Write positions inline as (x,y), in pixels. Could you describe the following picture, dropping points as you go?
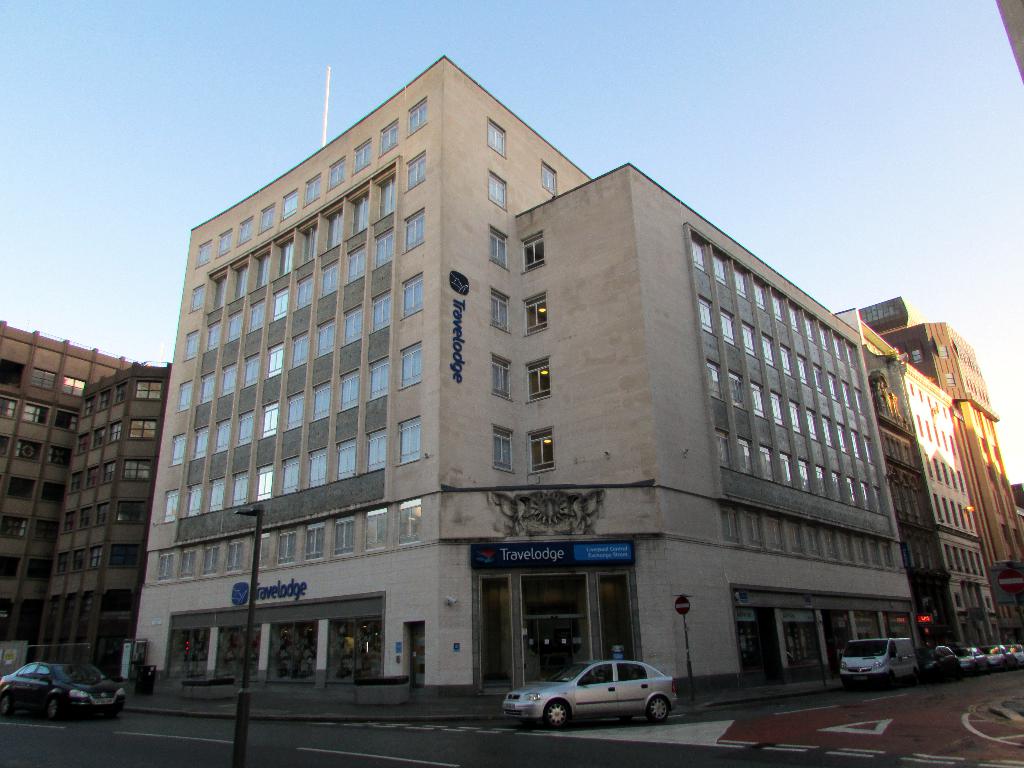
In this picture I can see the road (454,751) in front (890,700) on which there are number of vehicles (75,680) and in the middle of this picture (395,284) I see number of buildings (556,356) and I see the boards (486,547) on which something is written and in the background (50,332) I see the sky (688,153).
